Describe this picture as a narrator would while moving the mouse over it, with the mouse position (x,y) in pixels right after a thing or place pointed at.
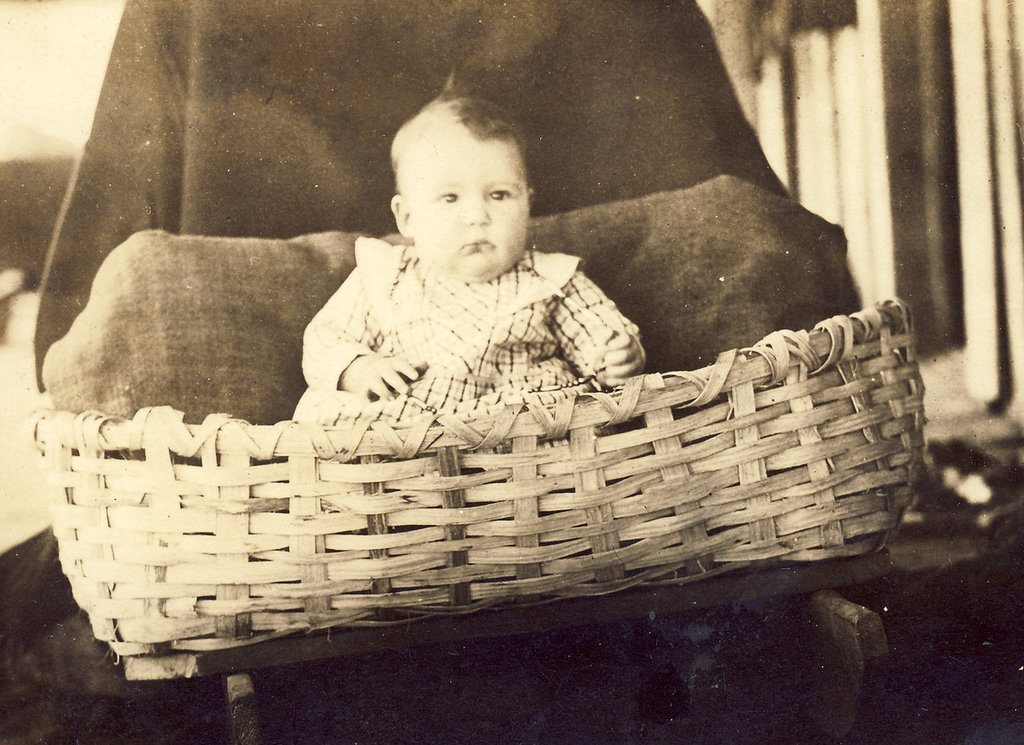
It looks like an old black and white picture. We can see a baby (407,302) is sitting in a basket (441,500). Behind the basket (390,550) there are some objects (200,287) and the blurred background (33,157).
